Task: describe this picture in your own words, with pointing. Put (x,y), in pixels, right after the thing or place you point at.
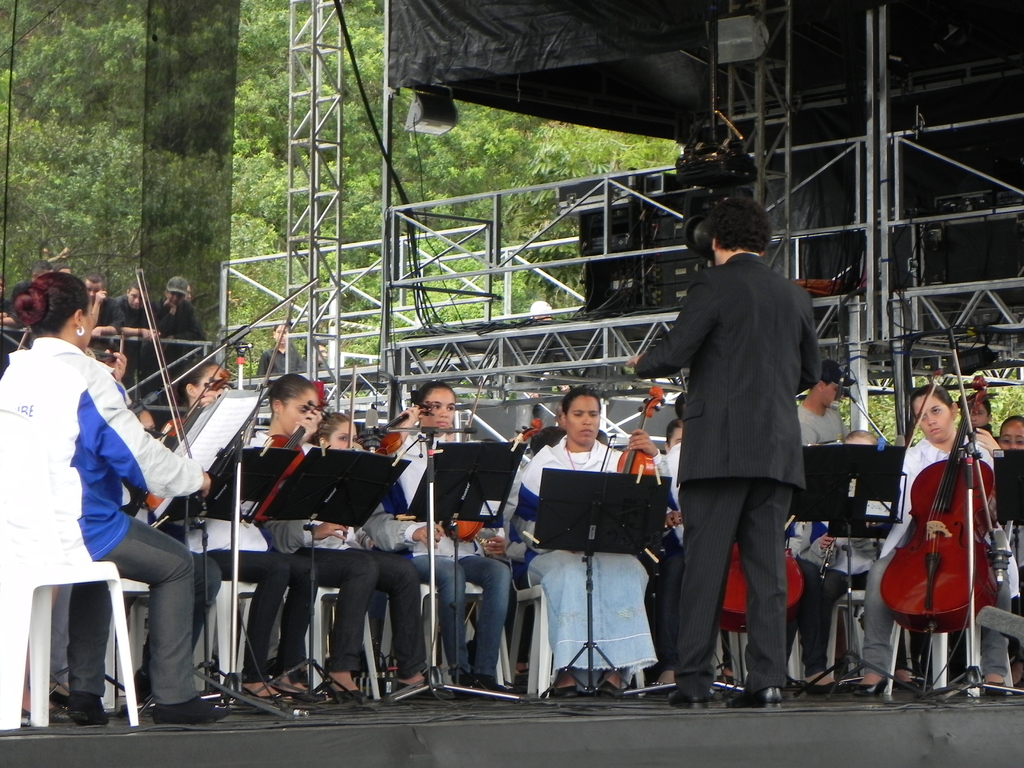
In this picture we can see a man (699,611) standing and a group of people (61,395) sitting on chairs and playing violins (157,505) with their hands (120,376) on stage (271,759) and in the background (166,294) we can see some people (135,300), trees (574,158).
